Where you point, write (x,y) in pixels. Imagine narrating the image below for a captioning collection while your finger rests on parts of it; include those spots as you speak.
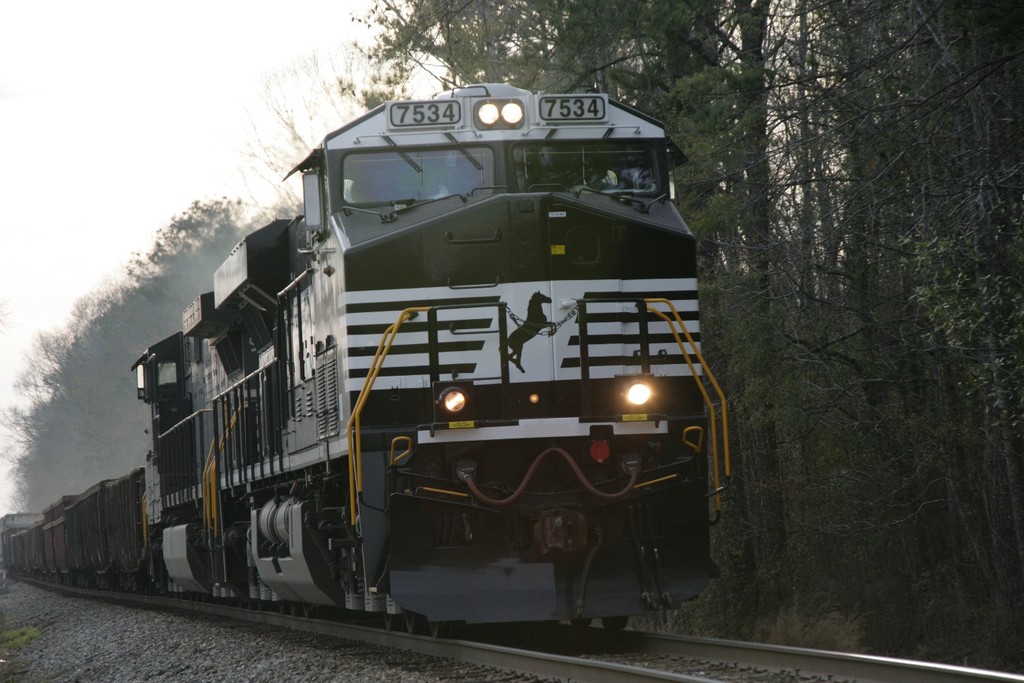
In this image I can see the ground (109,665), the railway track (148,594) and a train (453,340) which is white and black in color on the track (548,628). In the background (49,99) I can see the sky (163,110) and few trees (176,317).
